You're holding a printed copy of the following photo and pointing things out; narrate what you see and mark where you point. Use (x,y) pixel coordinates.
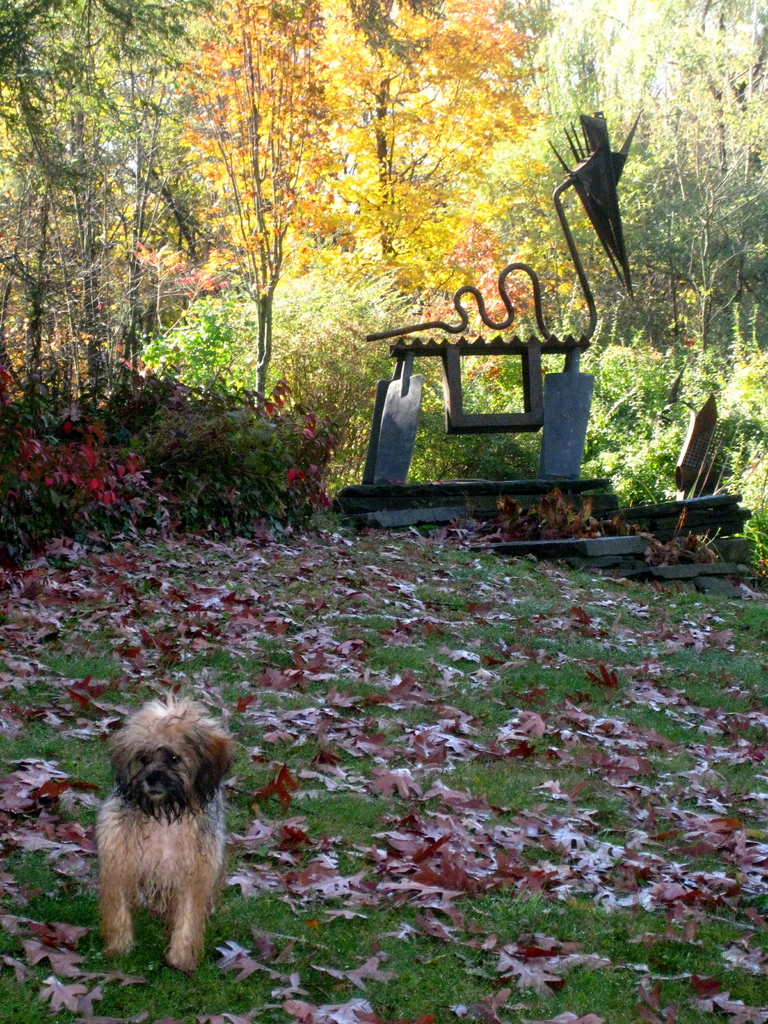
In this image there is one dog (200,886) at bottom of this image (197,900) and there are some trees (426,466) in the background (379,182) and there is one object (569,392) kept at right side of this image (529,419).
